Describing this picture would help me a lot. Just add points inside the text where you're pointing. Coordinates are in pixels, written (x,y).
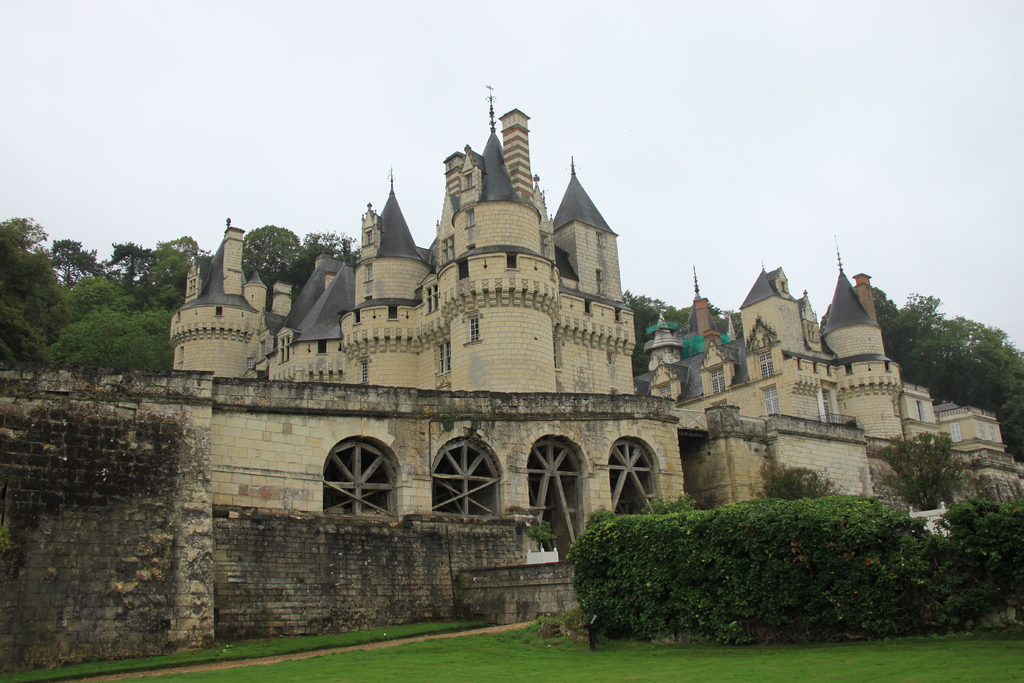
As we can see in the image there are buildings (432,457), windows (447,468), wall (320,527), plants (825,582), grass (708,644), trees (83,302) and sky (863,97).
